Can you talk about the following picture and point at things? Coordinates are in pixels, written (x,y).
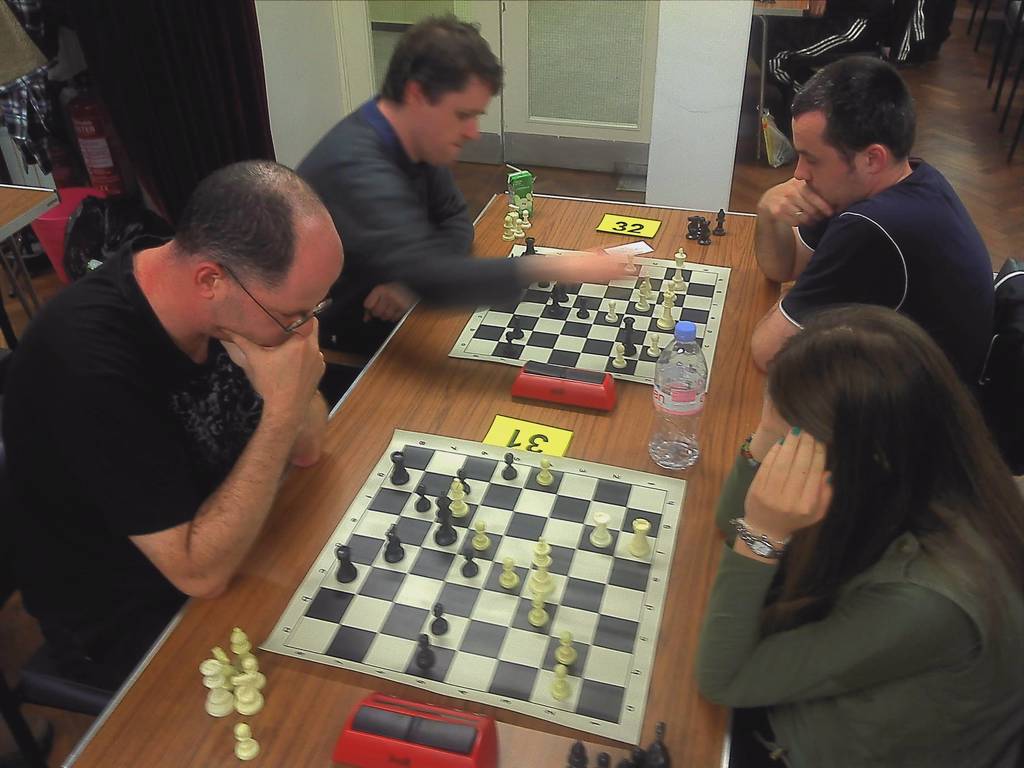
we can see in the picture that there are four people (385,214) sitting on a chair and taking support of table (399,386) are playing chess (549,556). There is a water bottle (670,410) on a table (632,409). This is a floor (920,102).
